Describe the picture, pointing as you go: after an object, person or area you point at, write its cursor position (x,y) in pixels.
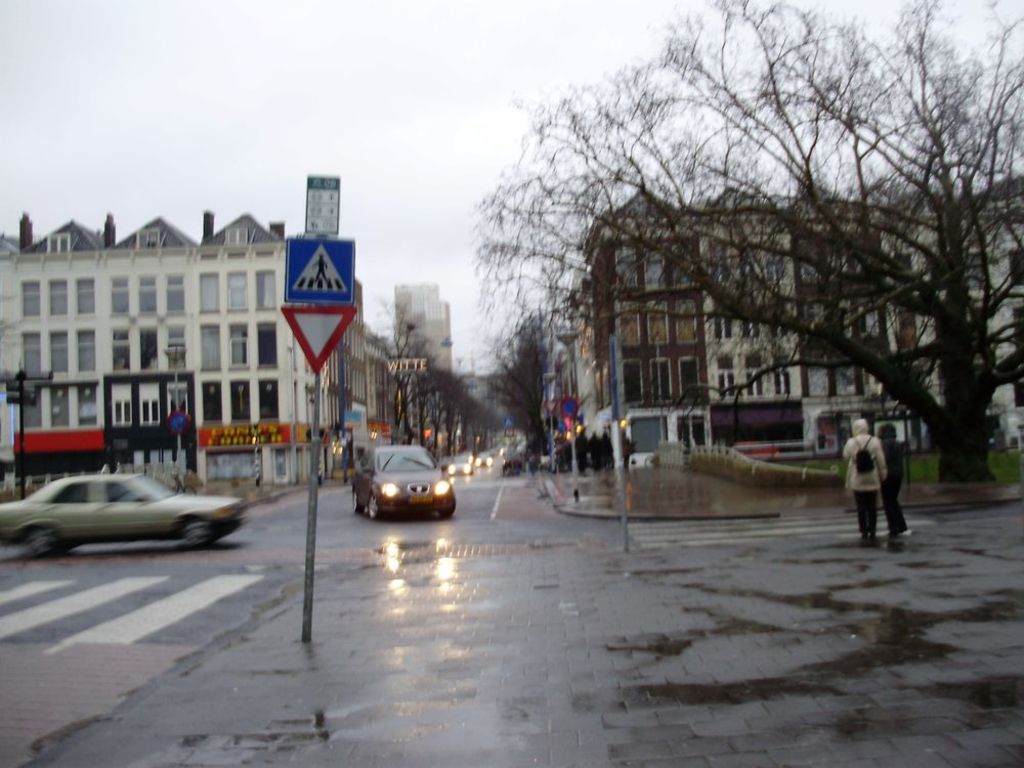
In this picture we can see cars (451,494) on the road (466,489), trees (886,285), signboards (338,267), buildings (91,325) with windows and some people (607,436) and in the background (394,285) we can see the sky (374,76).
